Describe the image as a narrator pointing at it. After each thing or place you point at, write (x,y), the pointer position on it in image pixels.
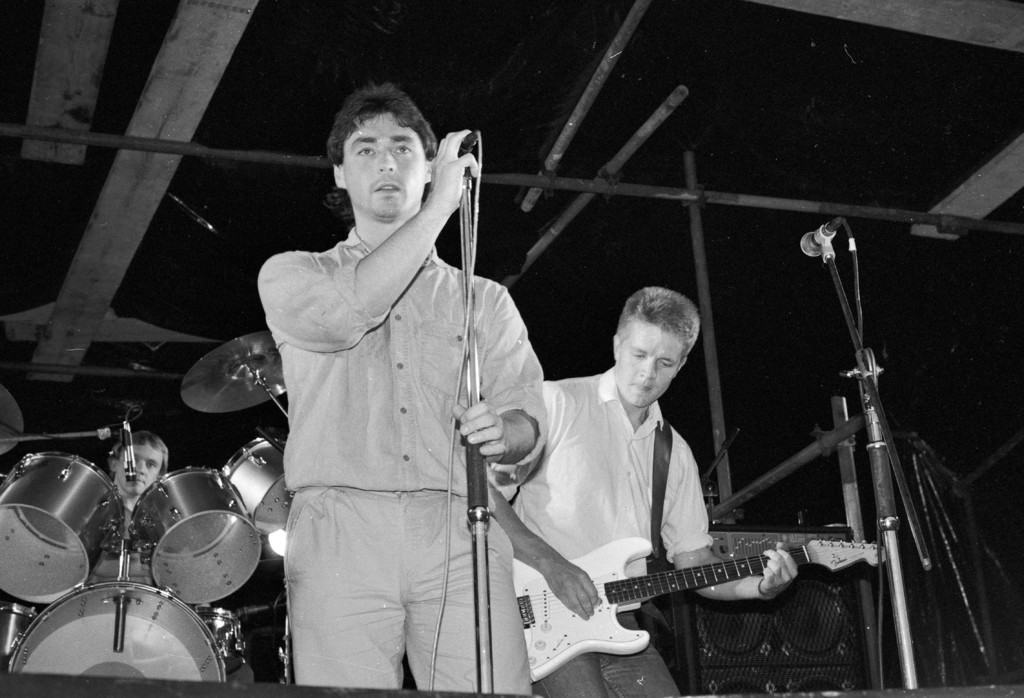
It is a black and white picture there are total three persons (303,462) in the picture first person (309,264) is holding a mic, second person (579,434) is playing a guitar (617,583), third person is playing the drums (168,540).
